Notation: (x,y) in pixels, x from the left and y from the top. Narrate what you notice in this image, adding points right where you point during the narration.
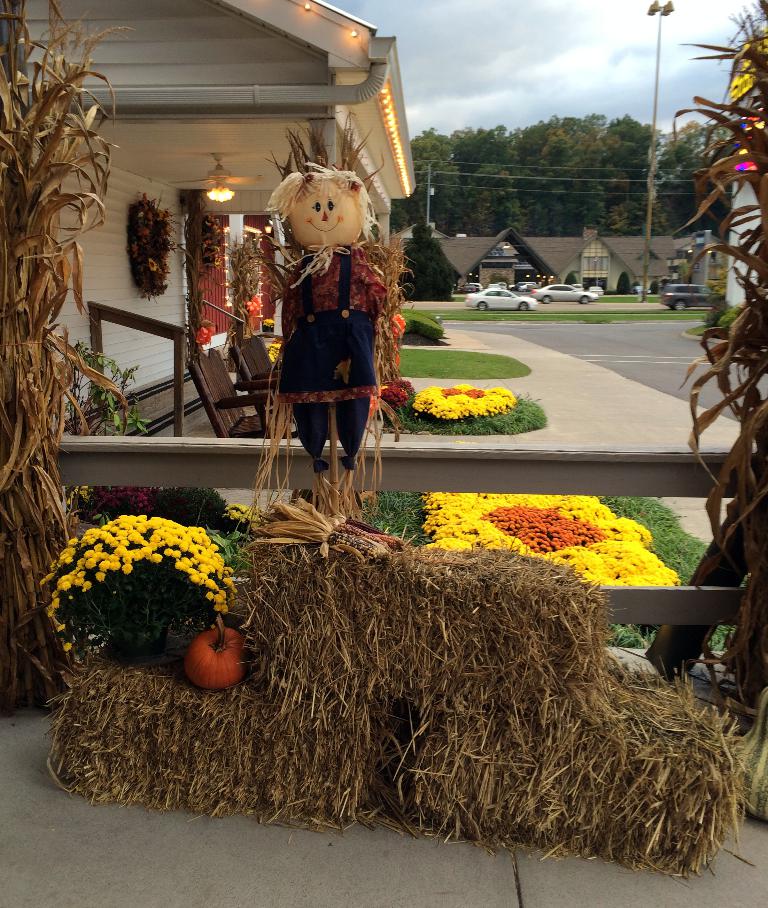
In this image in the foreground (491,692) there is some grass (435,708), and on the right side (752,487) and left side (78,264) there are plants (752,487) and in the center (283,437) there is one toy (295,379) and one pumpkin (194,678) and some flowers (227,572). In the background (214,288) there are houses (446,236), pole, vehicles (695,291), wires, lights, chairs (261,351) and at the bottom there is a walkway (594,367), pavement (538,378), grass (453,361), flowers (468,410) and at the top (500,65) there is sky (552,58).
